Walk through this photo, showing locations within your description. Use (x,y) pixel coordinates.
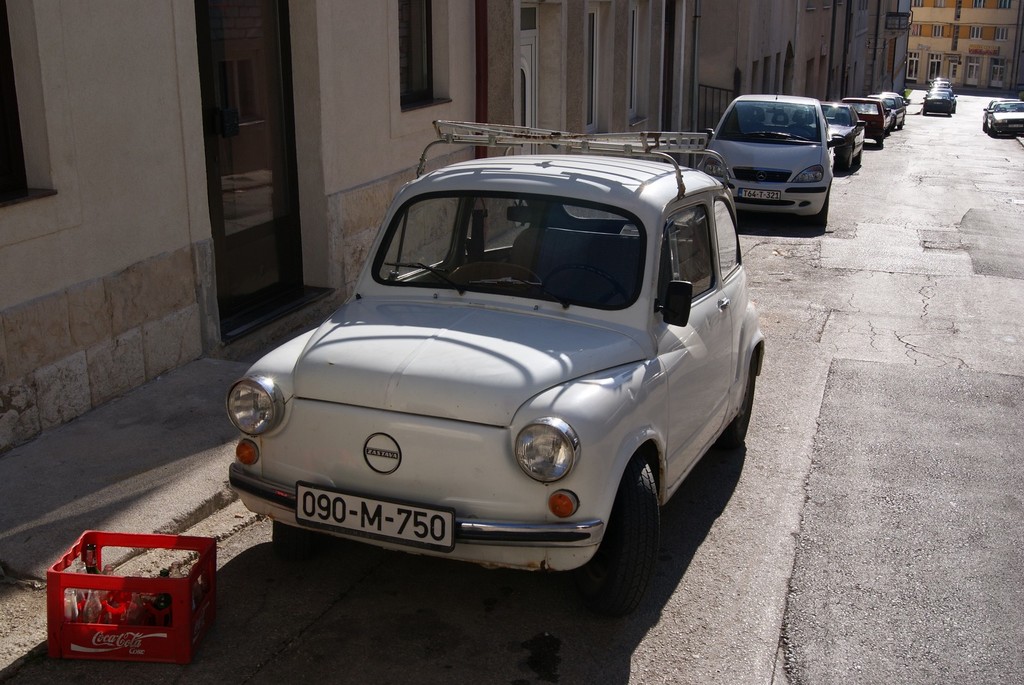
This image is clicked on the road (849,482). There are cars (766,205) parked on the road (948,123). Behind the car (711,139) there are buildings (870,58). In the bottom left (109,563) there is a basket (118,598). There are bottles (86,617) in the basket (105,583).
